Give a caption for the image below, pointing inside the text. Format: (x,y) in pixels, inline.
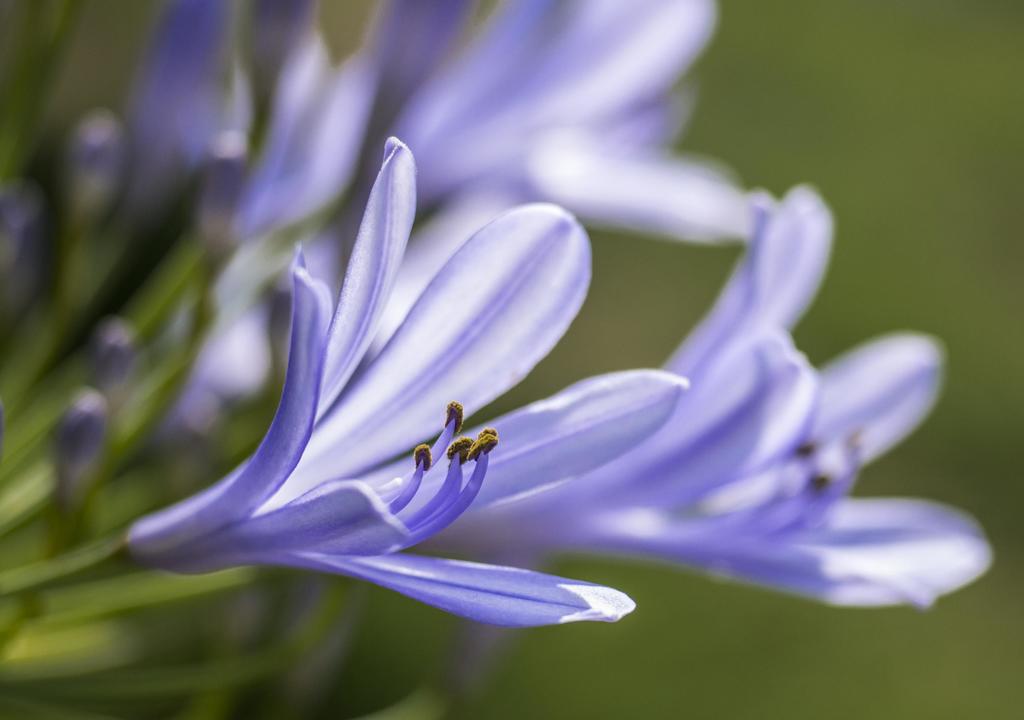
In the foreground of this image (455,287), there are violet flowers (388,462) to the plants (44,548).
